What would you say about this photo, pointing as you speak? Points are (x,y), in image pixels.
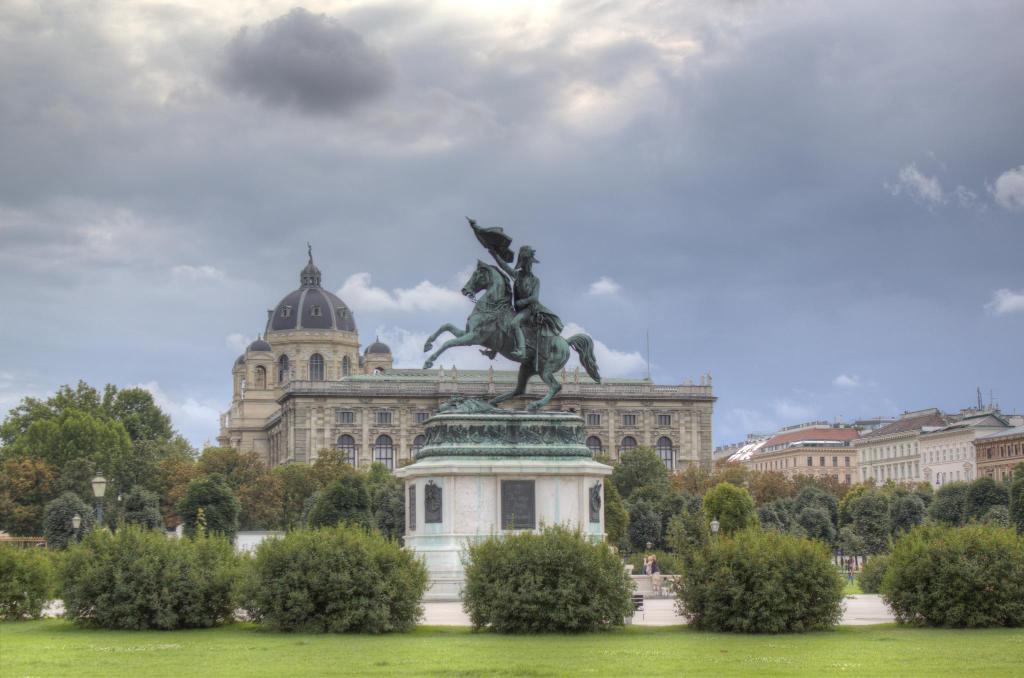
In this image I can see a building (459,383), in front of the building (644,396) I can see a sculpture (499,253) and I can see trees (935,517).
